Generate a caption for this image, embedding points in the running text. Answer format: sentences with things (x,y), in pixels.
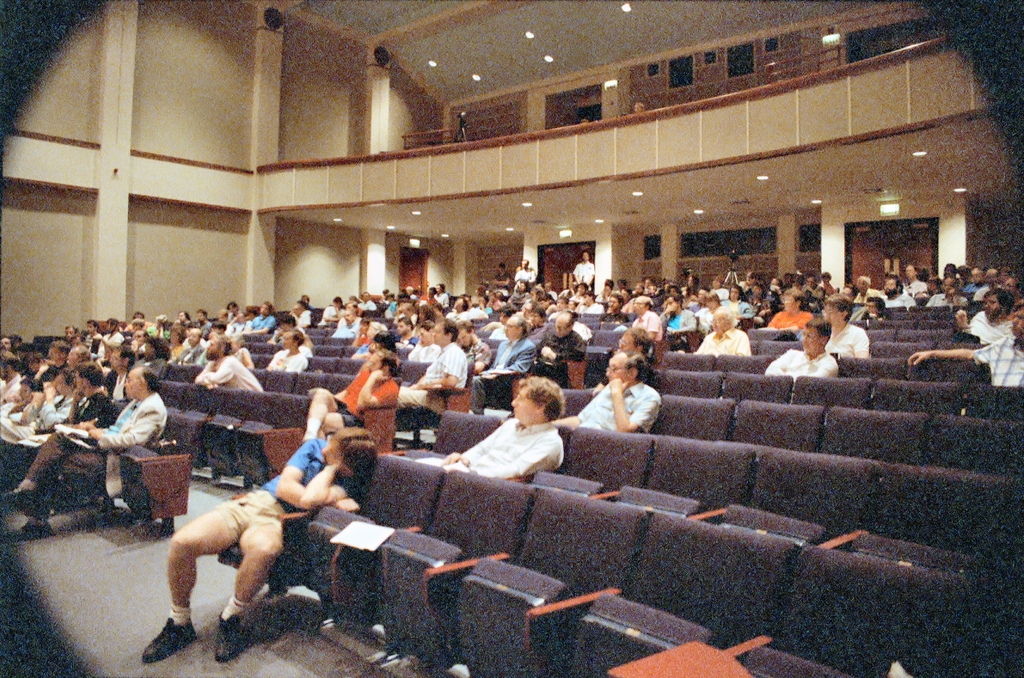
As we can see in the image there is a wall (181,176) and many people (29,488) sitting here and there on chairs (302,558).
